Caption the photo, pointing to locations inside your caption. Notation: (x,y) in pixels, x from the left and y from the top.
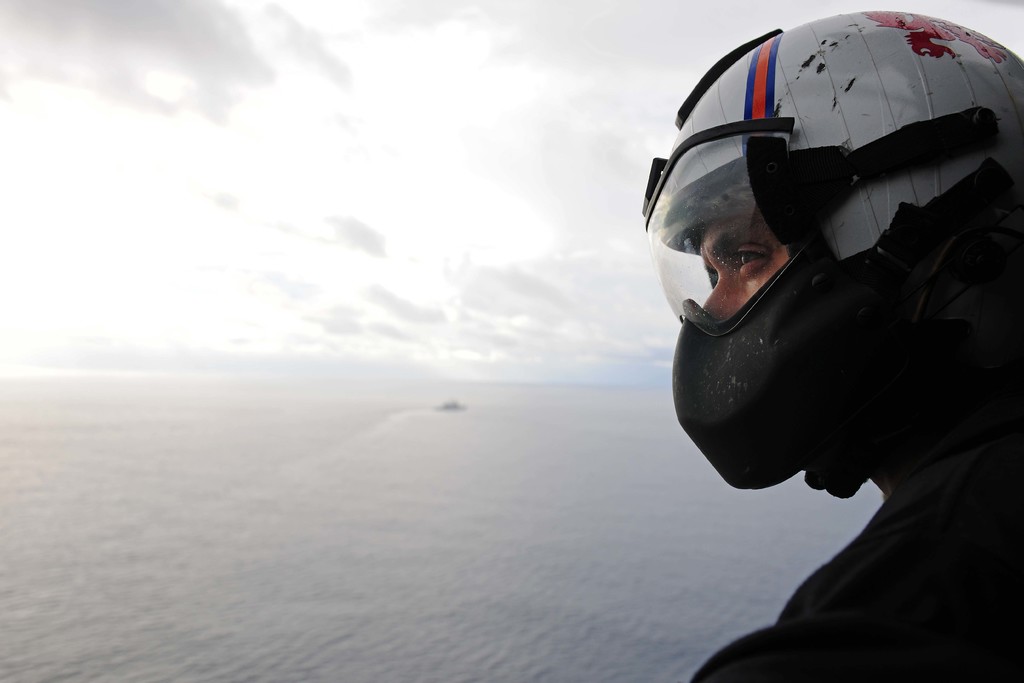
In this image there is a man (982,334) with helmet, beside that there is so much of water (361,453) and clouds (250,369) in the sky (250,369).
